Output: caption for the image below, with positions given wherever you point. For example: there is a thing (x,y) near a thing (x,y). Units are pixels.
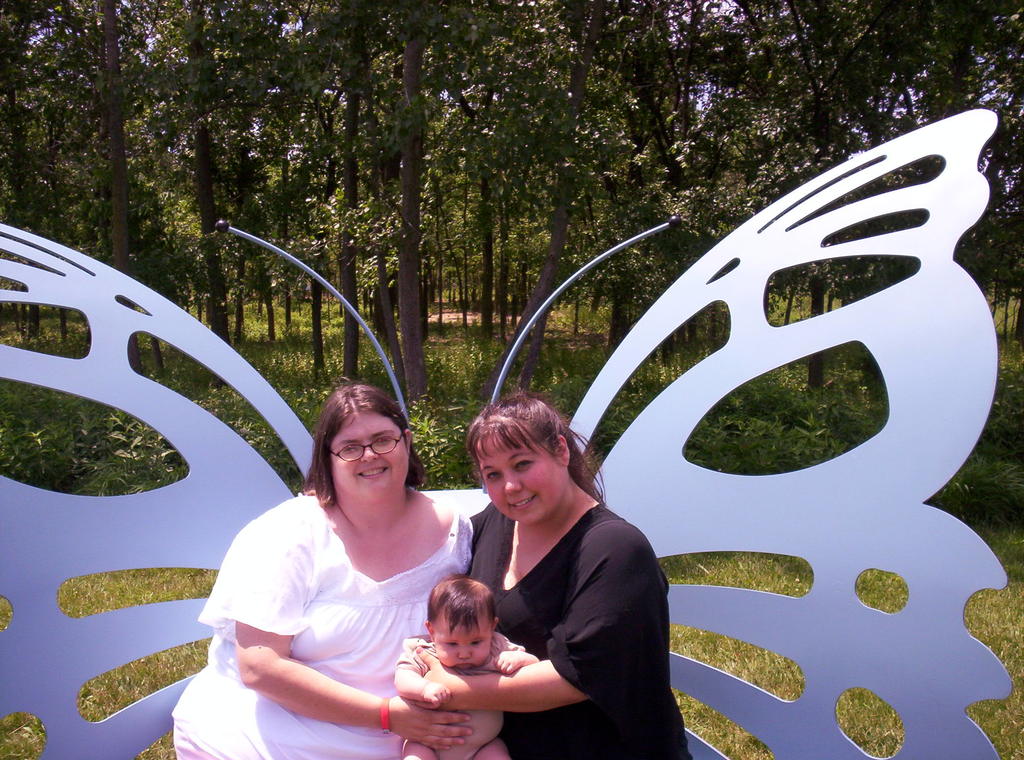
In the picture I can see two women (509,506) sitting and holding a baby (488,659) in their hands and there is a butterfly shape (221,439) behind them and there are trees (360,142) in the background (305,151).
